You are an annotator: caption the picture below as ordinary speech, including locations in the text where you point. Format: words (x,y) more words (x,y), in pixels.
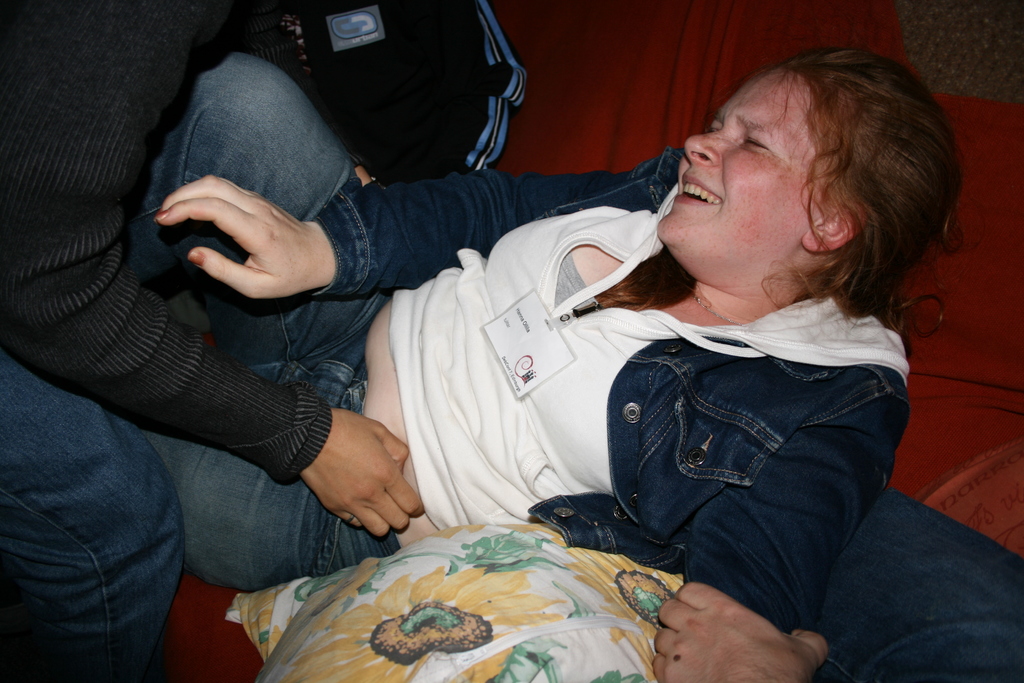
In the image there is a girl (591,258) in white hoodie (577,296) and blue jacket (690,447) laying on bed (985,253) beside a floral pillow (542,604) and another person (184,349) tickling her on stomach (385,385).
